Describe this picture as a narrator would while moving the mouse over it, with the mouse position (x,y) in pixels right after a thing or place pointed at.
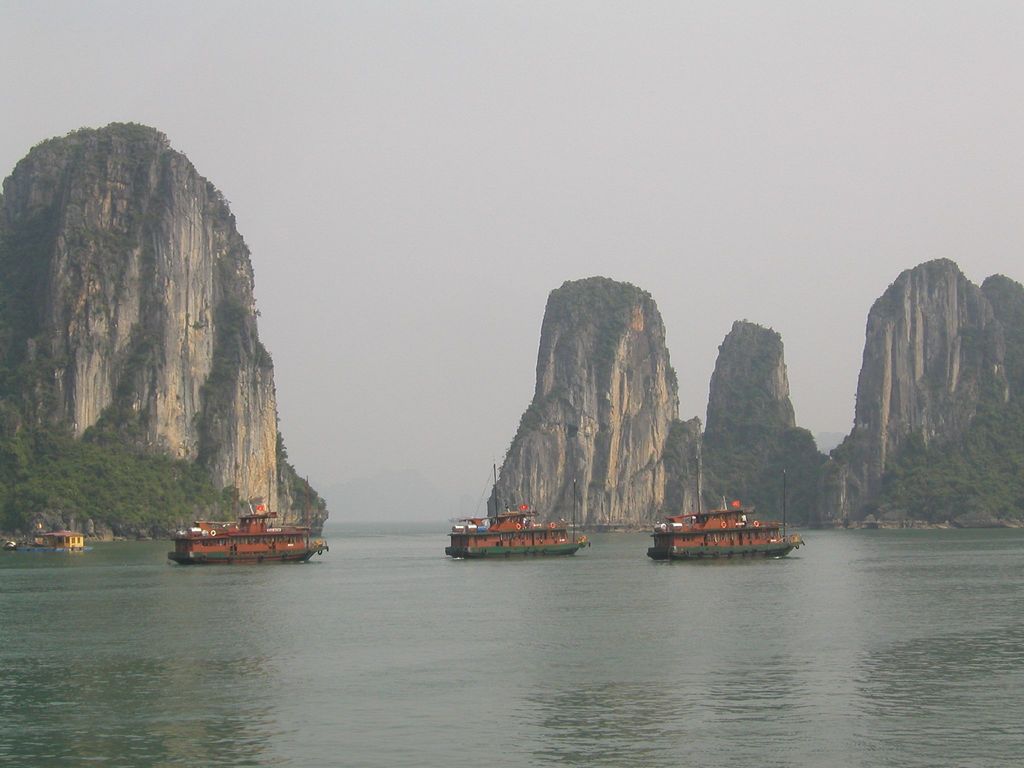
In this picture I can see boats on the water (1018,662), there are trees (941,497), hills (591,302), and in the background (482,198) there is sky (647,125).
